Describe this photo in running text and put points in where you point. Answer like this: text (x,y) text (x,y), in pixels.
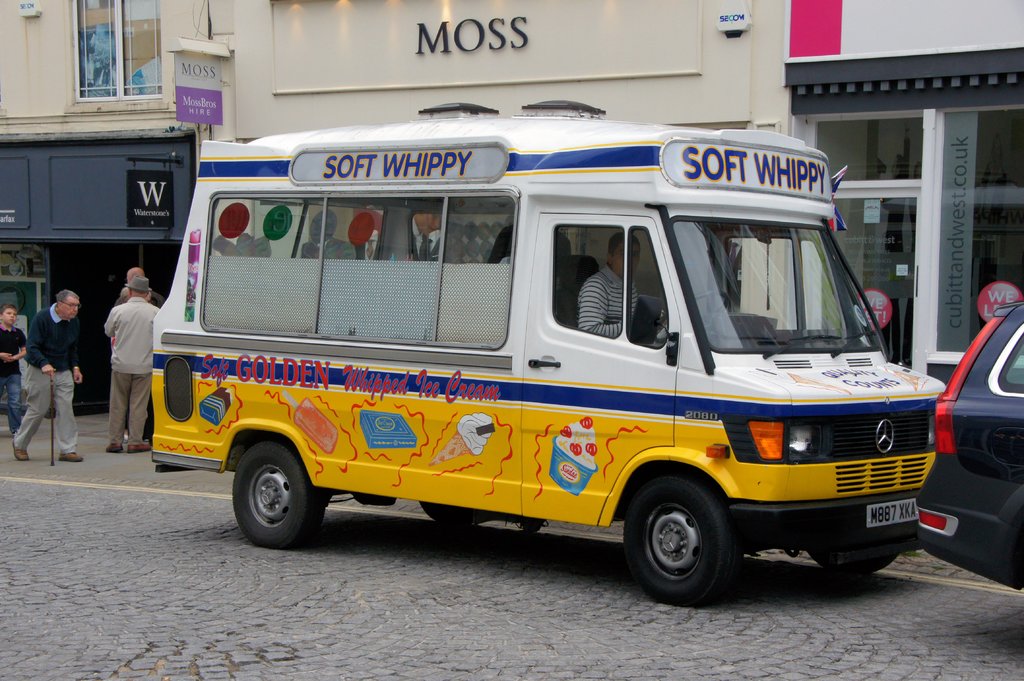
In this picture I can see there is a truck (585,270) parked in the centre (599,358) and there is a person (601,293) sitting in the truck (674,522). There is a car (935,459) at right side (992,447), there are a few people (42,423) standing and few (36,409) are walking on the walkway (114,471). There are few buildings (91,93) in the backdrop (149,85), there are name boards (514,21), windows (906,164), glass doors (910,240).
